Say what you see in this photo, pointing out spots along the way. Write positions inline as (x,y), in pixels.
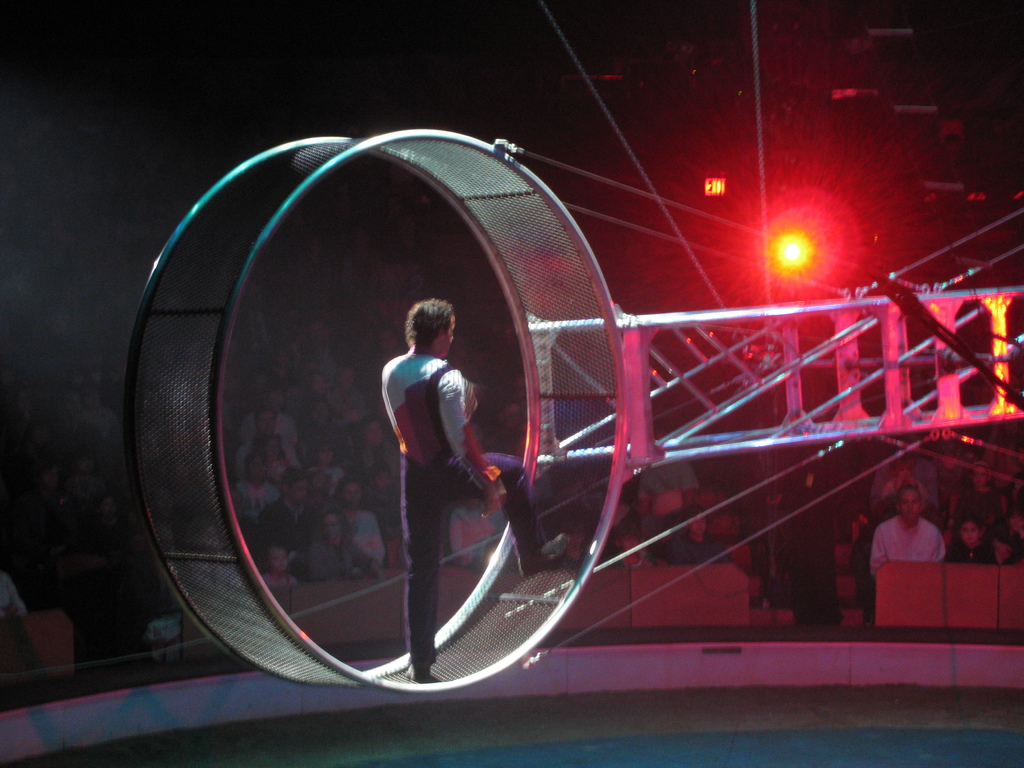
There is a man (467,433) standing on a circular mesh (497,623) and we can see rods (835,356). In the background (862,217) it is dark and we can see people (1014,555), board (716,193) and focusing light (792,276).
